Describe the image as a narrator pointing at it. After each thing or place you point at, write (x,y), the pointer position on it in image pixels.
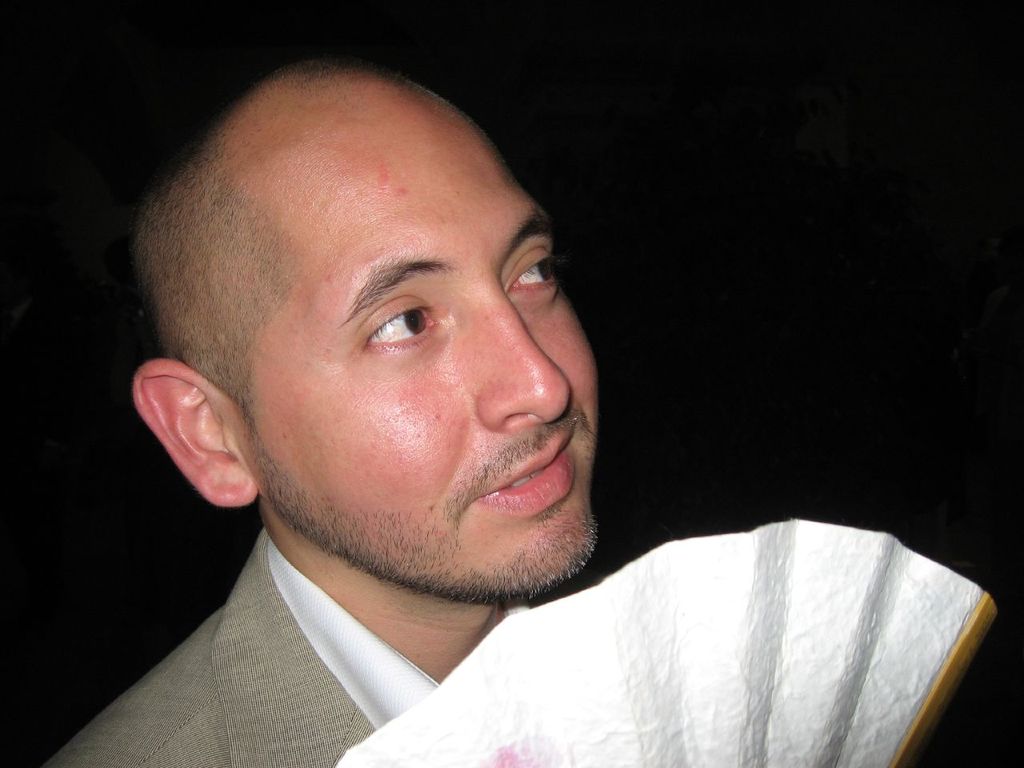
In this image there is a person (453,557) with a smile (497,511) on his face (508,495) and he is holding something in his hand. The background (796,363) is dark.
